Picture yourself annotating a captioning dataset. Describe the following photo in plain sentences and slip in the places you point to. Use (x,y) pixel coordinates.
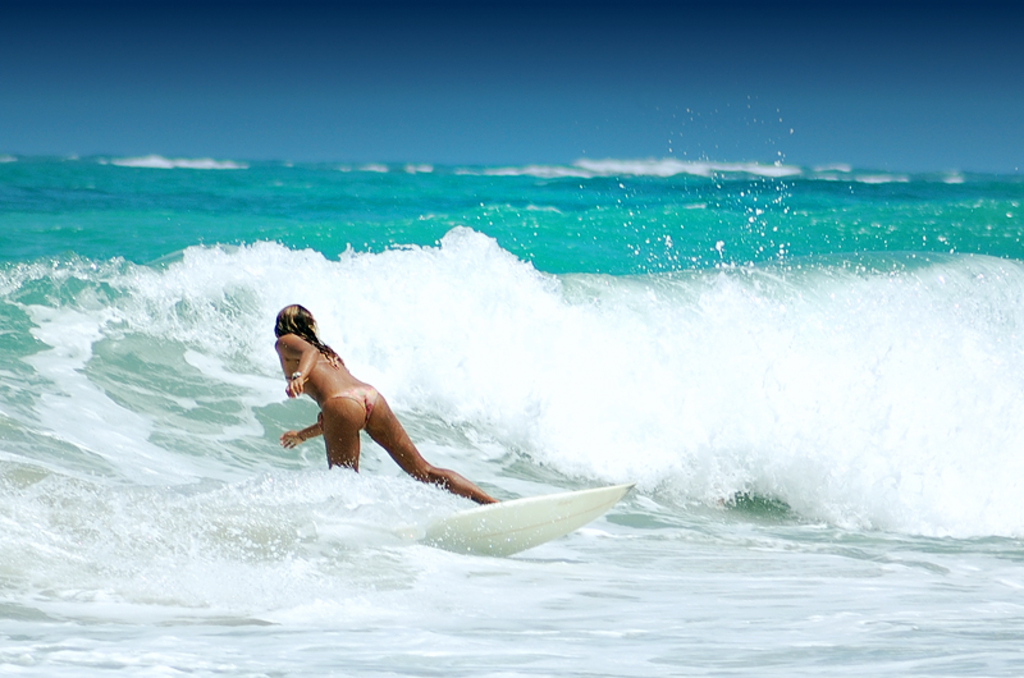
This image is taken outdoors. At the top of the image (483,64) there is the sky (784,69). At the bottom of the image (434,566) there is a sea (635,618) with waves (541,326). In the middle of the image (359,389) a woman (324,407) is surfing on the sea (360,476) with a surfing board (455,519).
